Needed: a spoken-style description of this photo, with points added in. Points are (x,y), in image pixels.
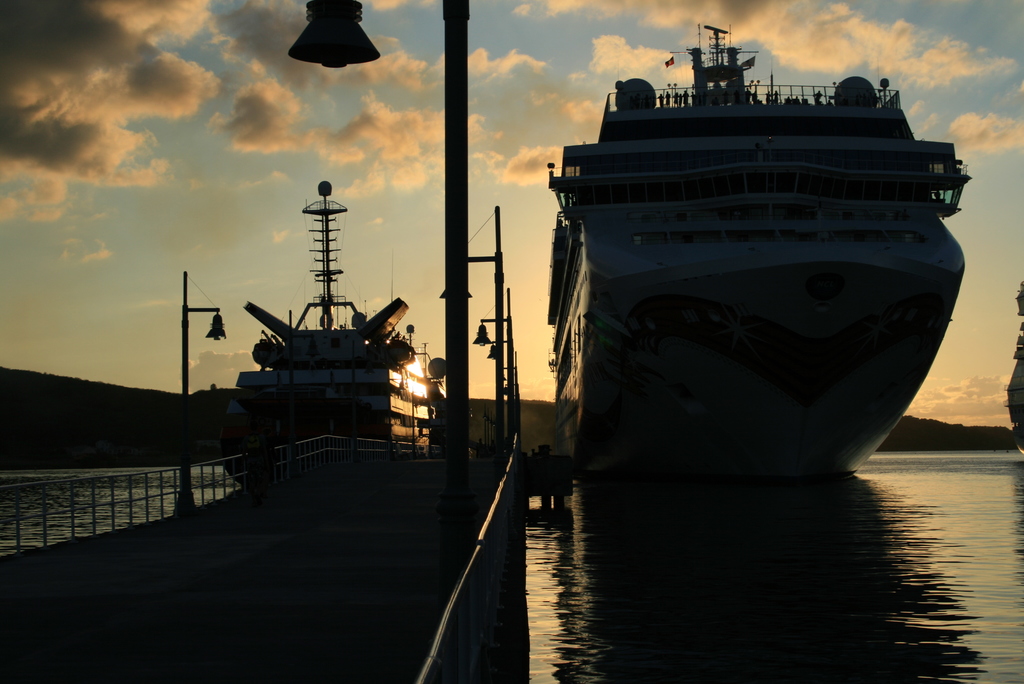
In this picture I can see couple of ships (349,429) in the water (884,663) and I can see a bridge (436,496) and a blue cloudy sky (408,130) and I can see few pole lights (457,113).
